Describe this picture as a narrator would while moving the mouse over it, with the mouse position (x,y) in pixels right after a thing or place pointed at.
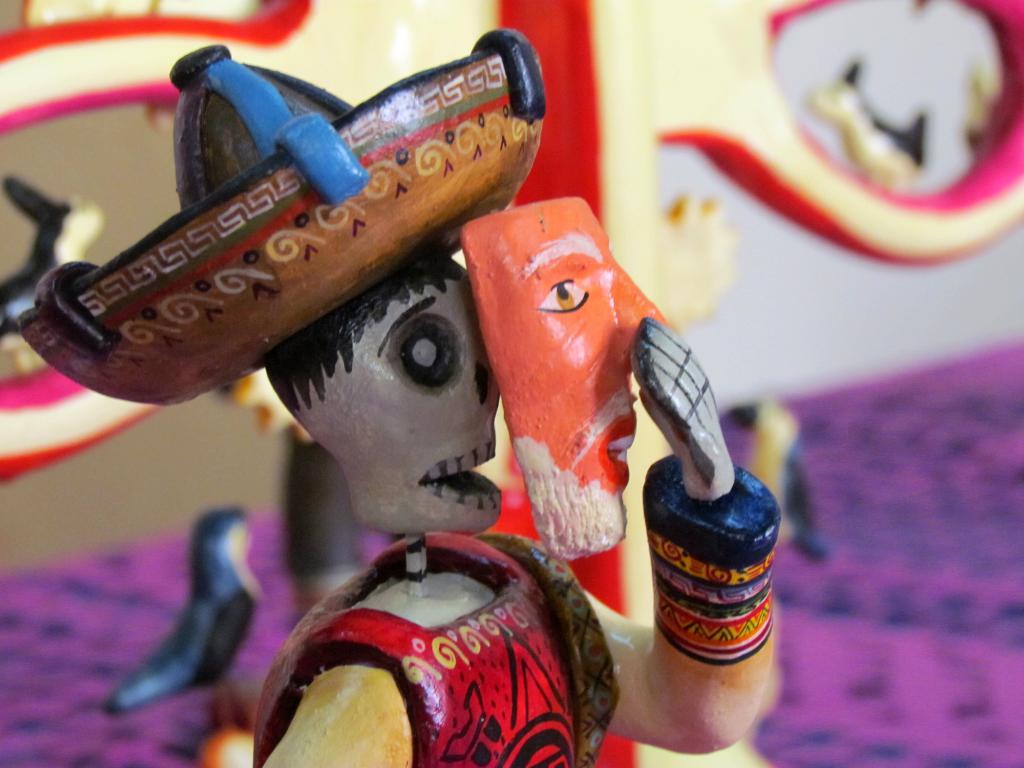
In this picture we can see toys (407,116). In the background of the image (629,95) it is blurry.
